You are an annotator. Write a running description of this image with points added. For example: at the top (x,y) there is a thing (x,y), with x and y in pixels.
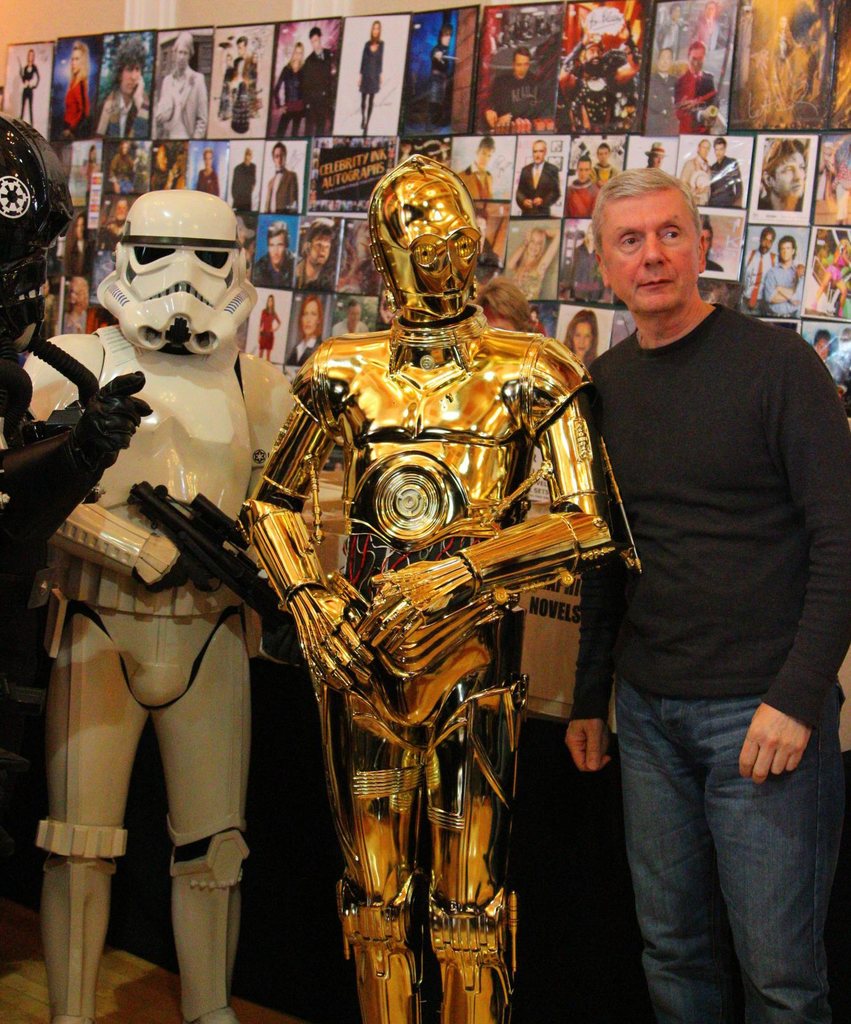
In this image on the left (204,419) there are three toy robots (266,419). On the right (757,395) there is a man (699,438), he wears a t shirt (748,509), trouser (740,739), he is standing. In the background (639,129) there are many photo frames (505,100), wall (92,22).
